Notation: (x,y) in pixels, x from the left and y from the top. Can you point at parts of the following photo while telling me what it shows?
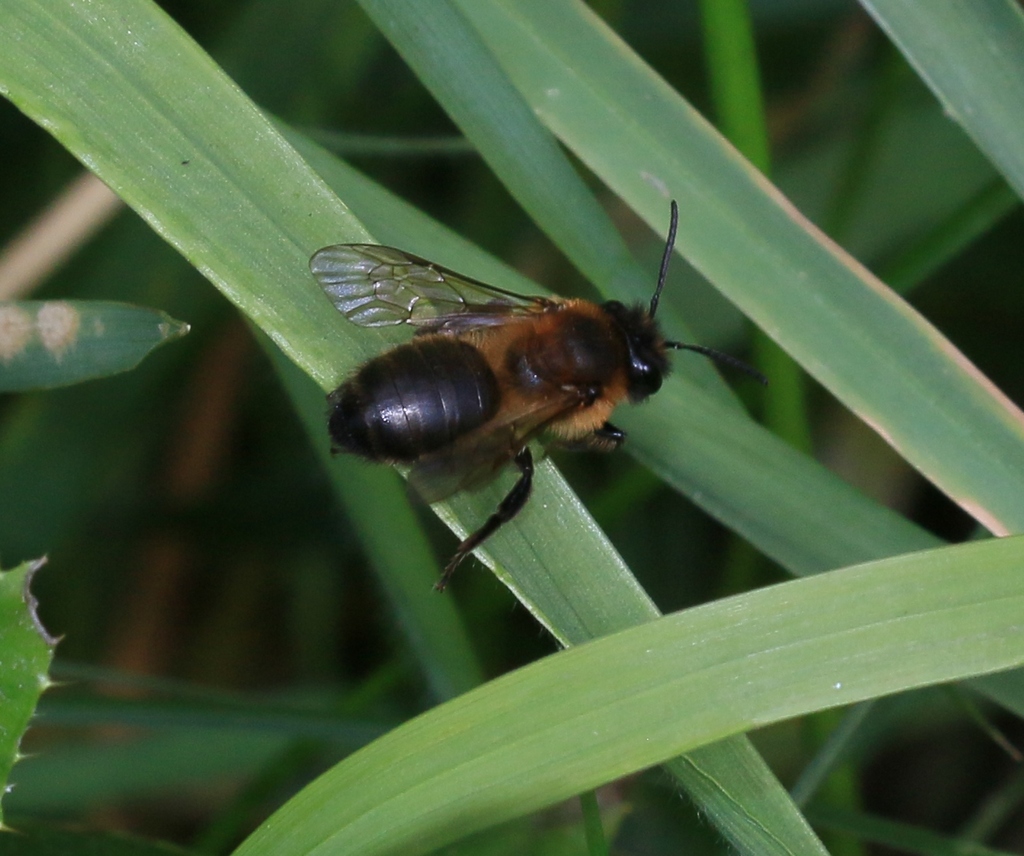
In the center of the image (560,418) an insect (602,435) is there. In the background of the image (970,447) leaves (427,589) are present.
